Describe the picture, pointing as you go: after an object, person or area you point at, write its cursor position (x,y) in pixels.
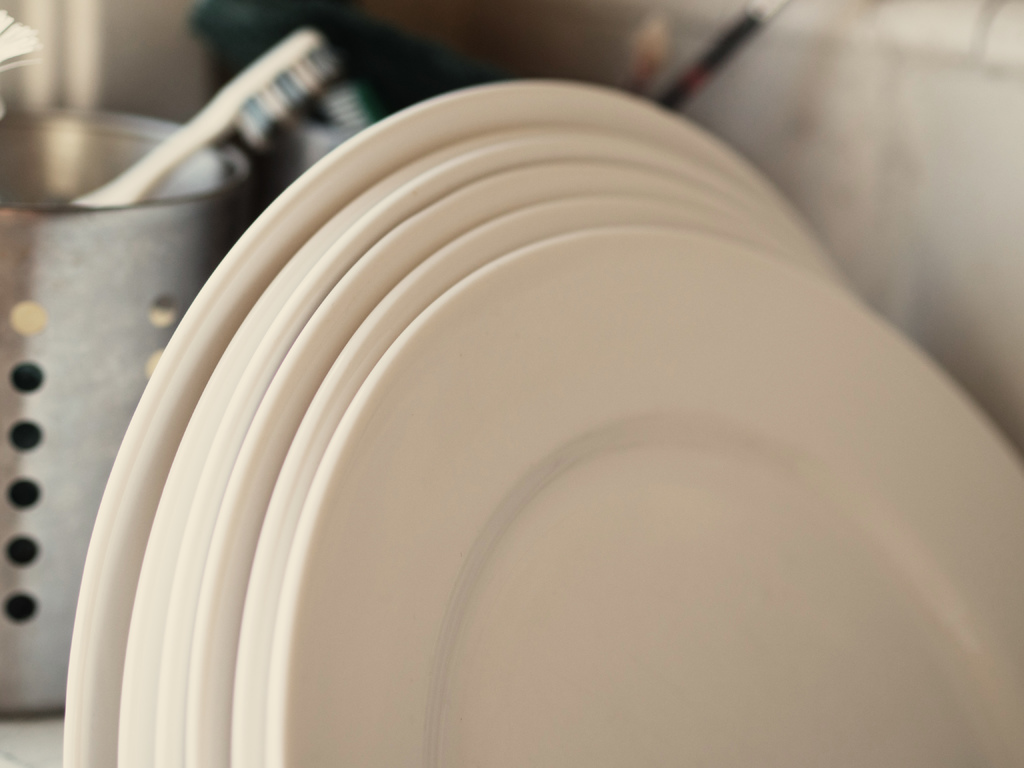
In this image in the foreground (354,567) there are some plates (376,736) and in the background (108,184) there is one box (53,262), in the box (62,477) there is one brush (232,99) and also there are some objects (26,40).
